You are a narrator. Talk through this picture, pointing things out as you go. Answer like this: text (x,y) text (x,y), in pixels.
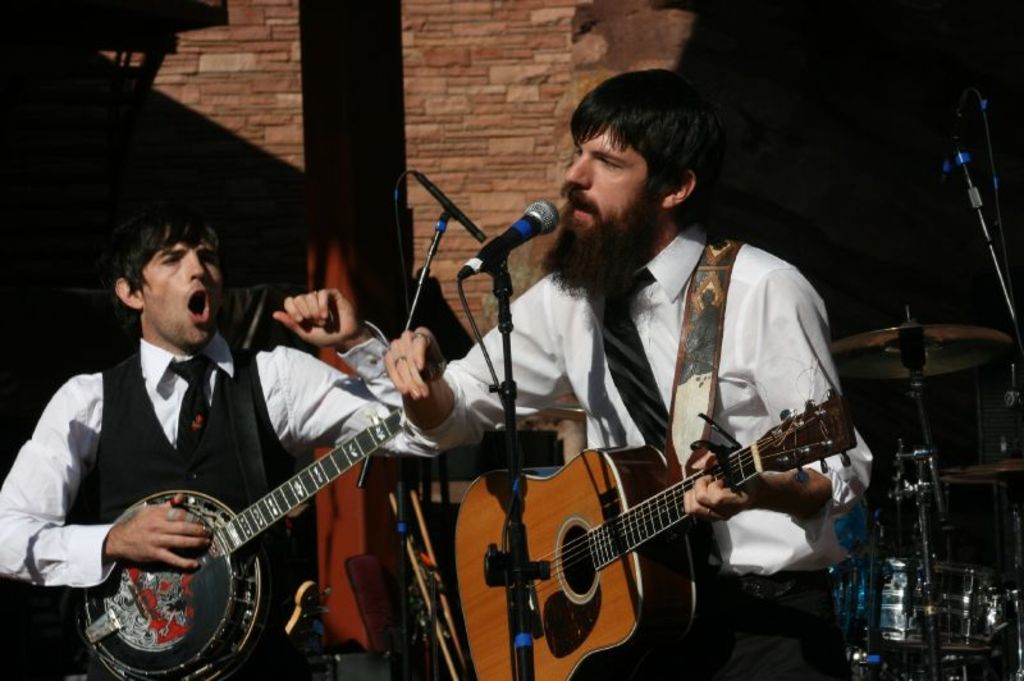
In this picture there are two people (70,576), they are standing at the center of the image (384,419), by holding the guitars (386,434) in their hands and there is a mic (469,263) in front of them, there is a drum set (886,565) at the right side of the image (854,605).
